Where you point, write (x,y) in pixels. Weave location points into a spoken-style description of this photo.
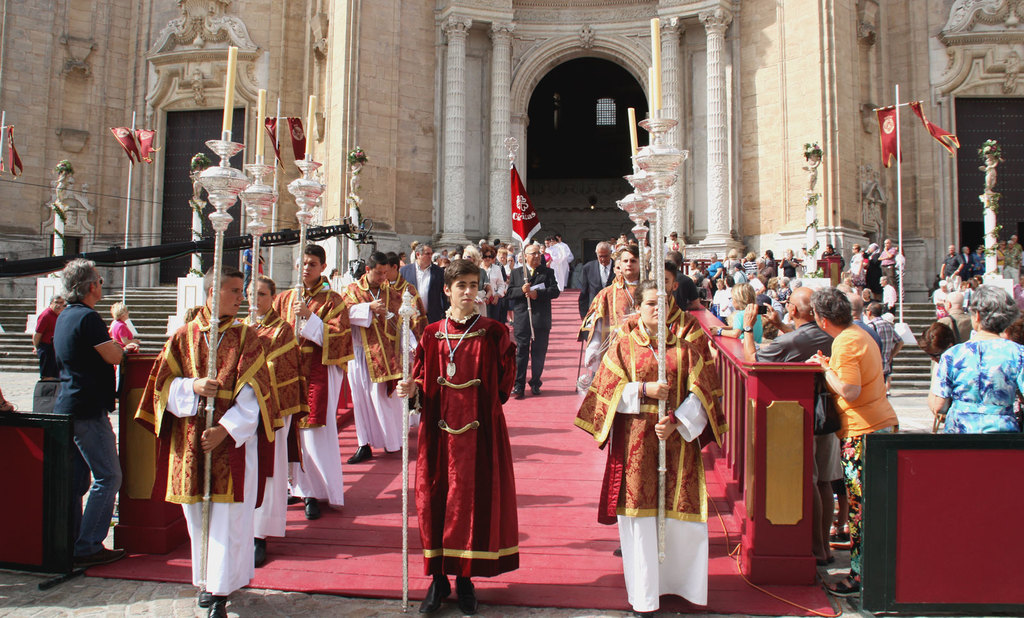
In this picture I can see a number of people (382,439) holding the metal objects (660,498). I can see a few people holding the flags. I can see the building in the background (124,214). I can see staircases (16,368) on the both left (150,344) and right sides. I can see the red carpet (541,595).
